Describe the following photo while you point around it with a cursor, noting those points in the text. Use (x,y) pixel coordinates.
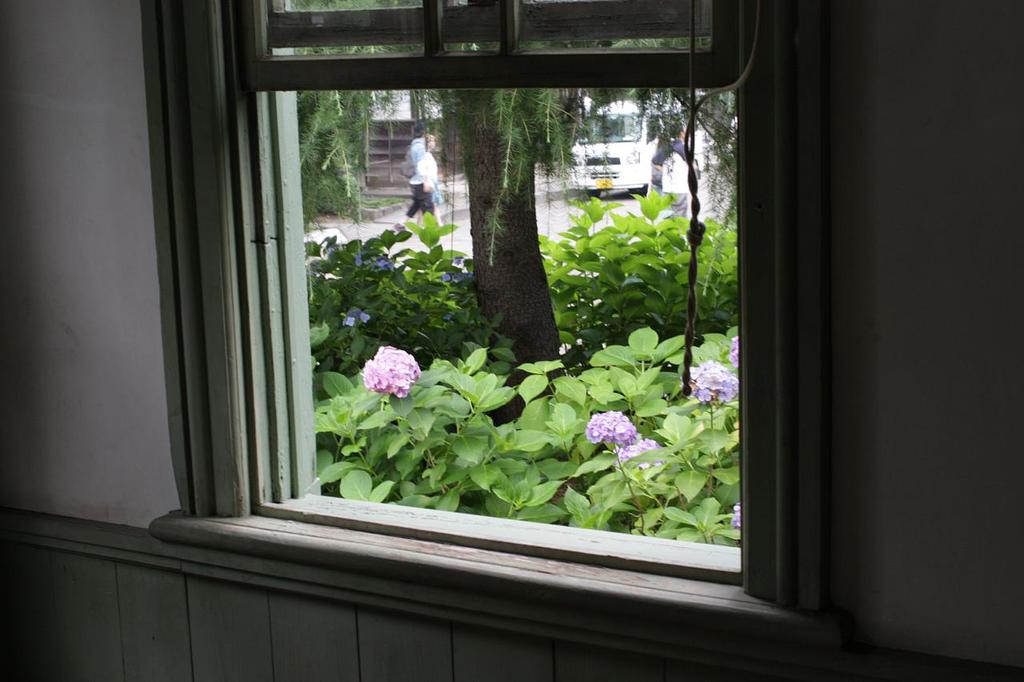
We can see wall (119,373) and window (538,12), through this window (537,31) we can see plants (552,273), flowers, trees (320,143), people (432,174) and vehicle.
